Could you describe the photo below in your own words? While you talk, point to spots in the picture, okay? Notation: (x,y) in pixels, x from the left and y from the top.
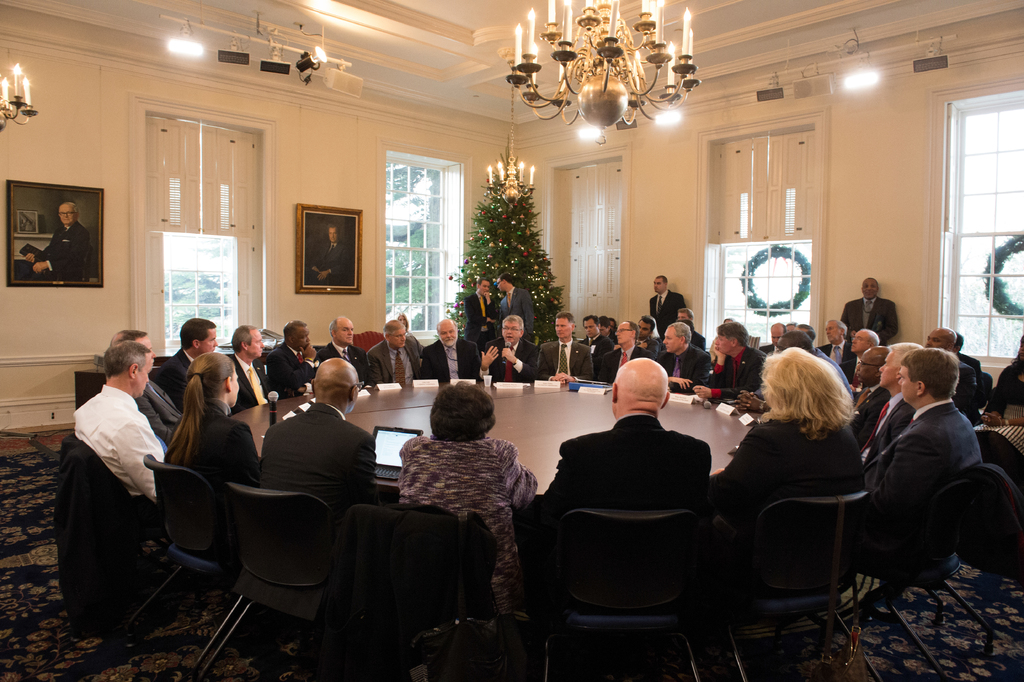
As we can see in the image there are candles (17,78), wall (98,86), photo frames (333,219), window (436,231), chandelier (609,43), few people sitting around table (537,402) on chairs (396,614) and on table (533,390) there is a paper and laptop (404,441).
